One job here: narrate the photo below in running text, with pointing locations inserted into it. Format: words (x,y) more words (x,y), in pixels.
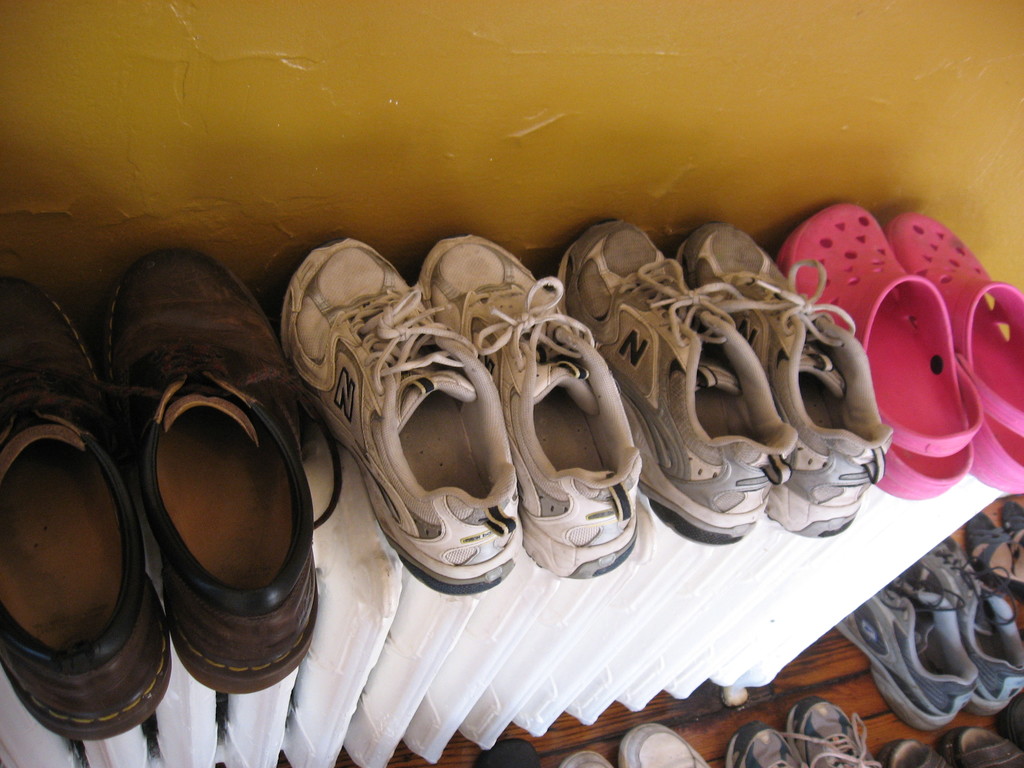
In the middle of this image (362,463), there are shoes (930,311) in different colors arranged on a radiator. At the bottom of this image (995,597), there are other shoes (990,578) and slippers (523,763) arranged on the floor (543,767). In the background (707,66), there is a wall (466,79).
